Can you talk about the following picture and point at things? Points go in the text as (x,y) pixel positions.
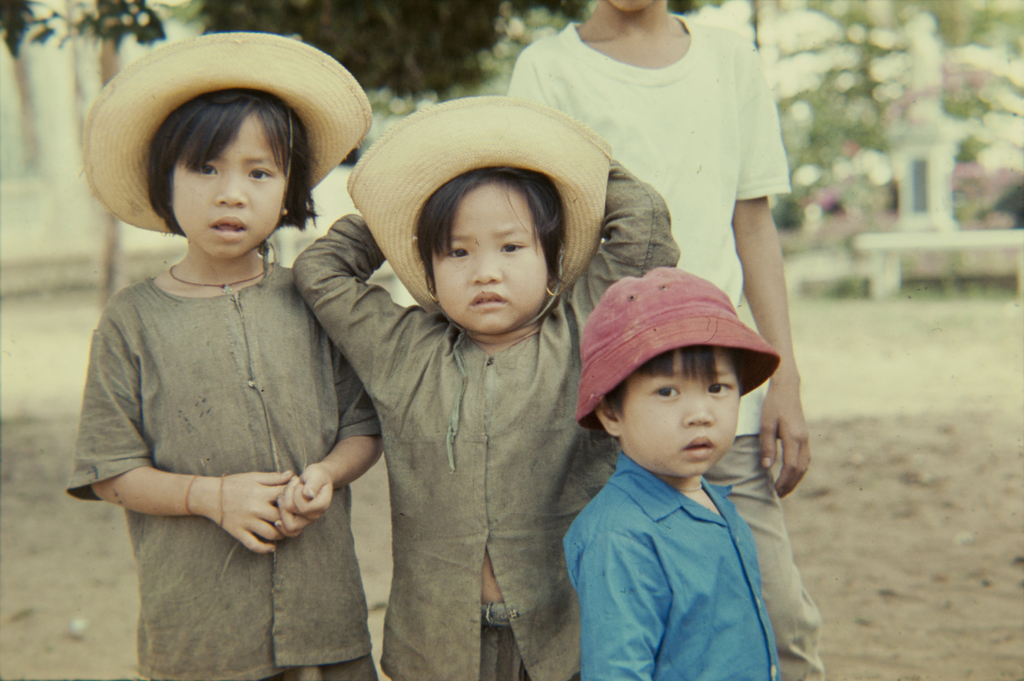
3 Children (525,376) are standing, these 2 children (550,333) wore hats (483,168) and this little boy (649,376) wore cap (651,295). Behind them there are green color trees (368,64).
